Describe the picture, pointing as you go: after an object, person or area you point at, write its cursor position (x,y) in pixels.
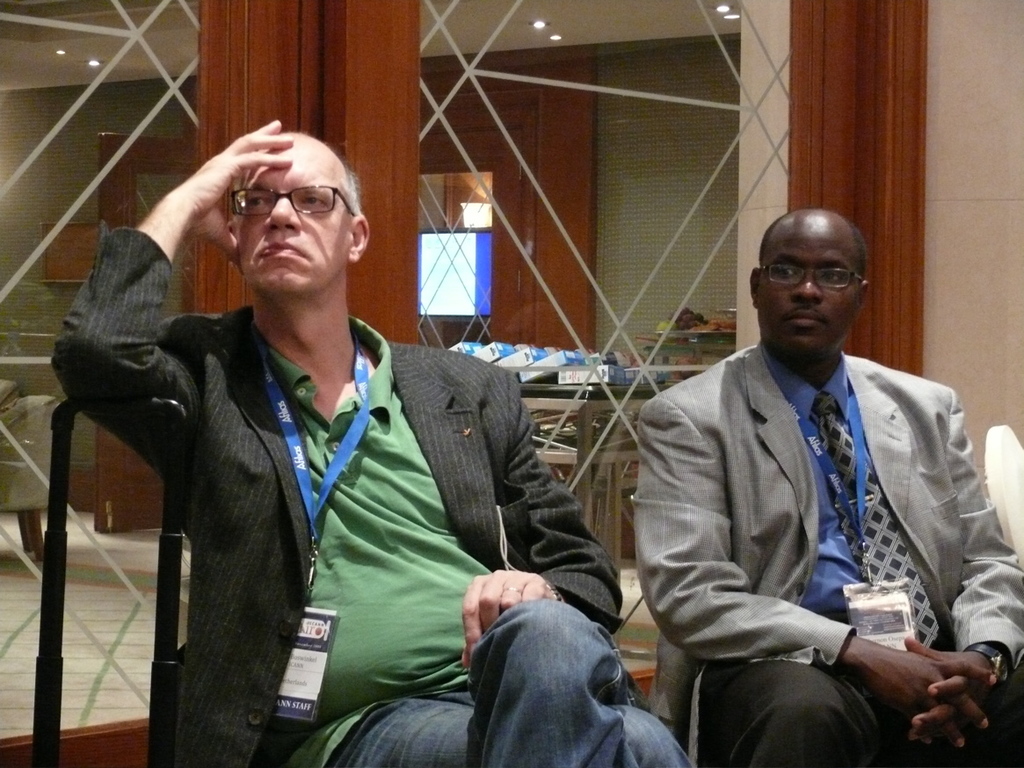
In this image I can see a person (374,569) wearing green shirt (367,571), black blazer (265,576) and jeans (557,723) and another person (706,559) wearing grey colored blazer (744,507) and black pant (771,702) are sitting. I can see the wall (955,256), the glass surface (601,187) and through the glass surface (527,160) I can see the ceiling (618,26), few lights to the ceiling (591,38), a screen (474,296), few books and few other objects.
